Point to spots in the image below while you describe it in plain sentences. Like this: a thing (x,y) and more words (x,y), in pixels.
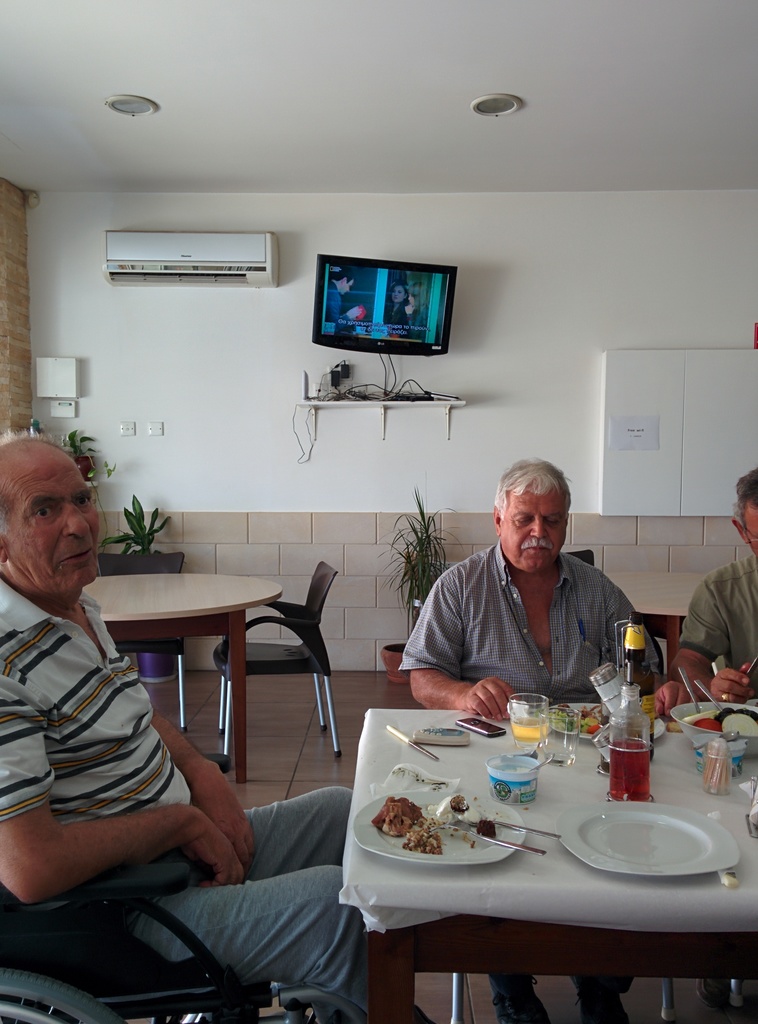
In this image three old persons (555,584) are sitting on chair (172,863). In front of them there is a table (551,788) on the table (684,798) there are plates (659,840), food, bottle (631,744), cup (504,796) and few other thing (514,781). Here is another dining table (207,582) with chairs (307,646). There are few plants (406,579), there is an ac (174,240) mounted over here, there is a tv (335,310) mounted over here in the background (389,316).
